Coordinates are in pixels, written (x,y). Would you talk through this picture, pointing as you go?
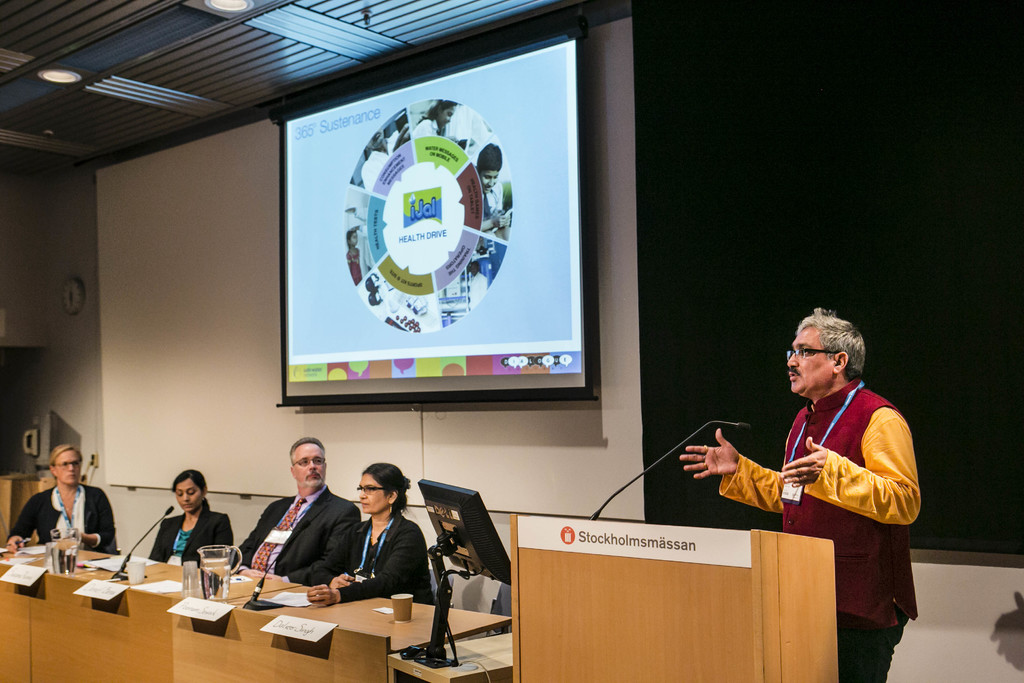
In this image I can see four people (272,549) sitting and one person (825,467) is standing in-front of the podium (748,564). At the back (437,256) there is a screen (397,229).
